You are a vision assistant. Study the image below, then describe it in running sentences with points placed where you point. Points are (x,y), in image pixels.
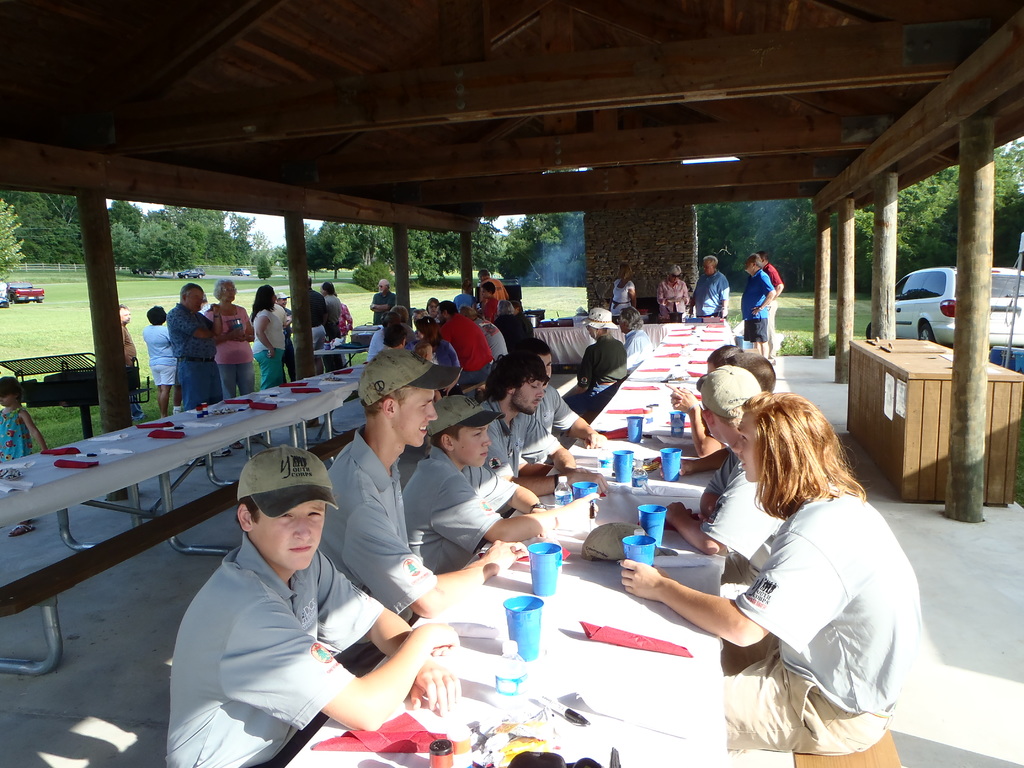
In this Image I see number of people (846,675) in which most of them are sitting and few of them are standing. I can also see that there are lot of tables (175,451) in front (347,372) and there are few things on it. In the background (37,316) I see few vehicles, grass (34,328) and the trees (483,258).
